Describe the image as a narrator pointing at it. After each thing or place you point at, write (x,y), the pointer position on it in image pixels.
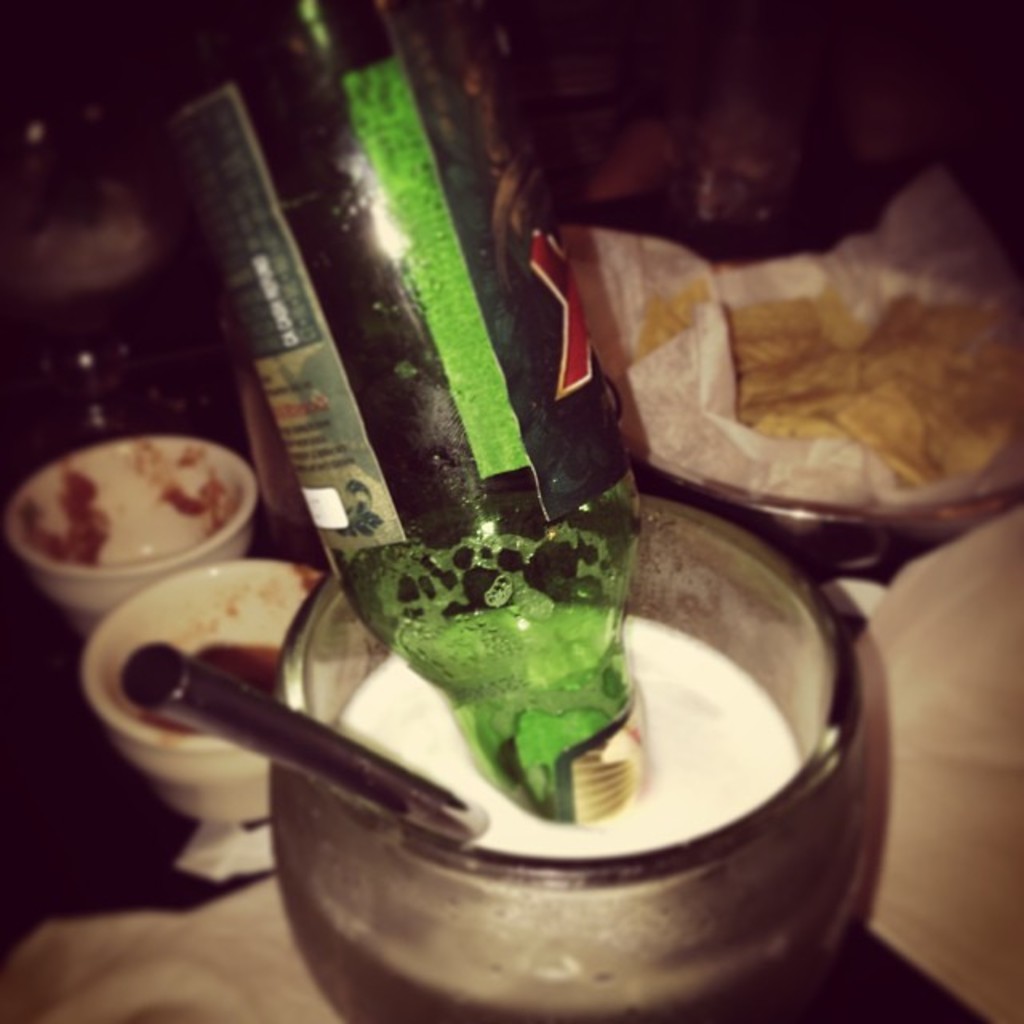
There is a straw (366,799) and bottle (331,478) in the glass (457,900). The two cups (182,465) and tissue (652,447) in the background (697,462).
